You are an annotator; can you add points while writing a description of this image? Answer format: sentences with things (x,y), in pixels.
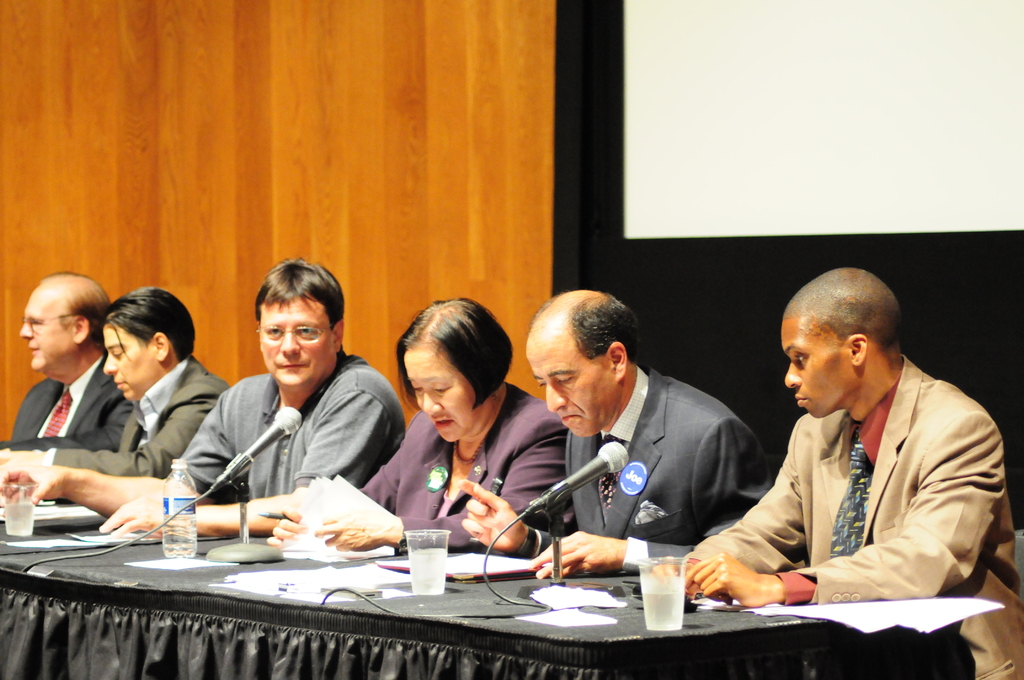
In the center of the image (524,450) we can see a few people (589,385) are sitting. In front of them, there is a table (380,654). On the table (584,610), we can see one cloth (479,636), glasses (419,546), papers (309,574), one water bottle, microphones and a few other objects (41,574). In the background (577,75) there is a wall (71,98), board (650,113) and a few other objects (589,82).
